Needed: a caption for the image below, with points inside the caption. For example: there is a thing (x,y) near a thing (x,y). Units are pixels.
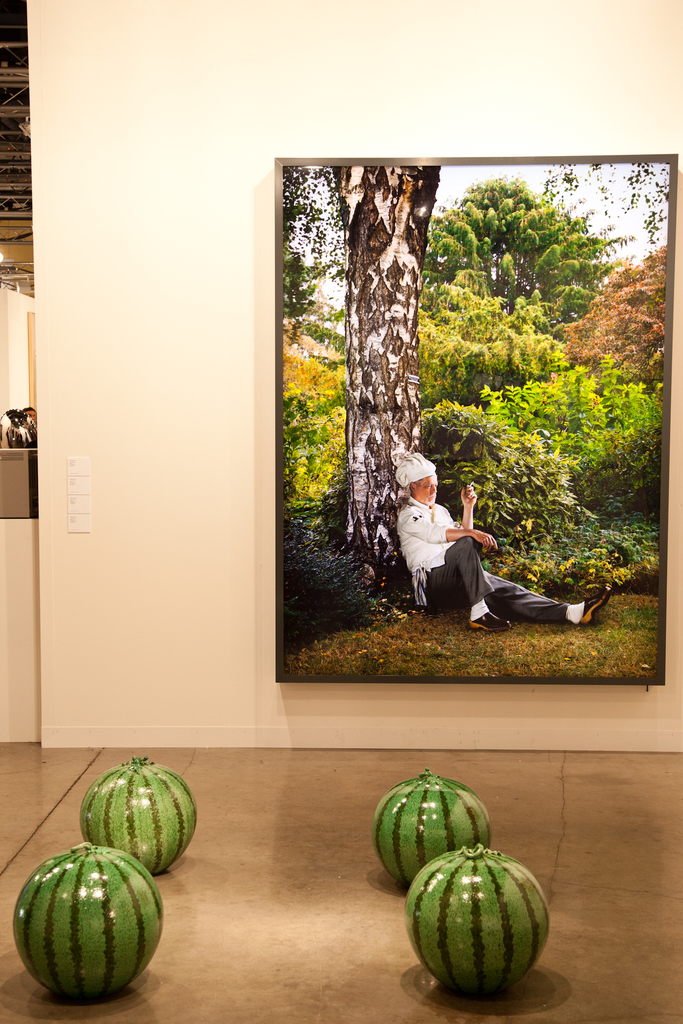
This picture is consists of a portrait (423,426), which is fixed on a wall (121,169), there are trees (625,299) in the portrait (444,399) and there is a man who is sitting in front of a tree (415,430), there are some watermelon type models (530,913) which are kept in front of the portrait (455,413).
